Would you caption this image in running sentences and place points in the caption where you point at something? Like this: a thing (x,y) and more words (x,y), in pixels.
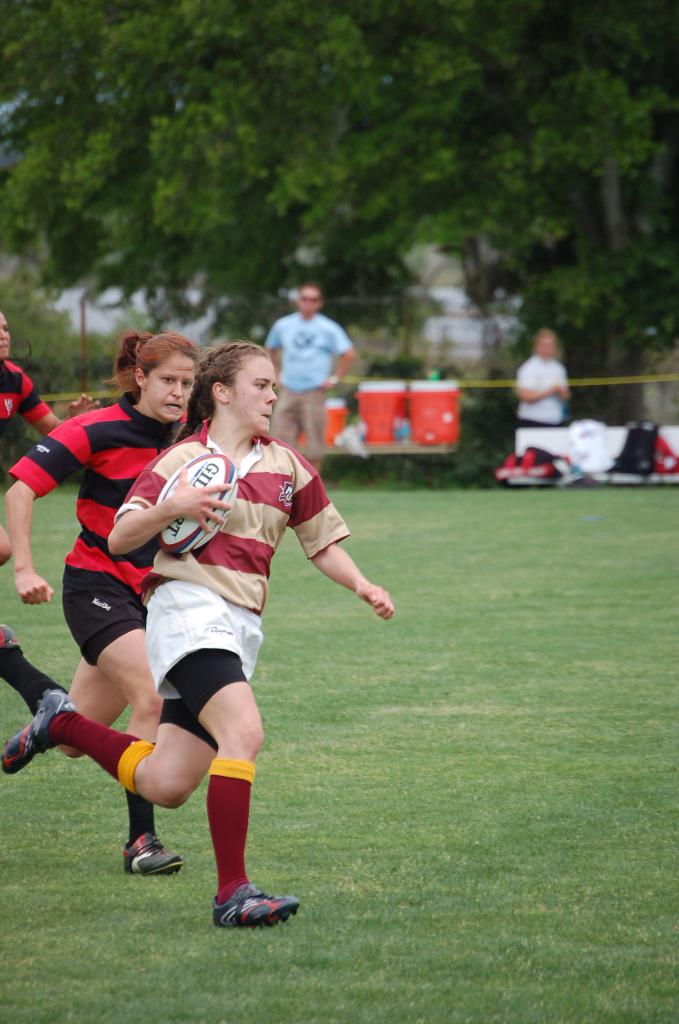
There is a field (444,727), in that there are some women (74,571) running, a woman (226,536) holding a rugby ball (179,530) and running, there are some who are standing and looking and in the background (492,291) there is a big green tree (422,94).
